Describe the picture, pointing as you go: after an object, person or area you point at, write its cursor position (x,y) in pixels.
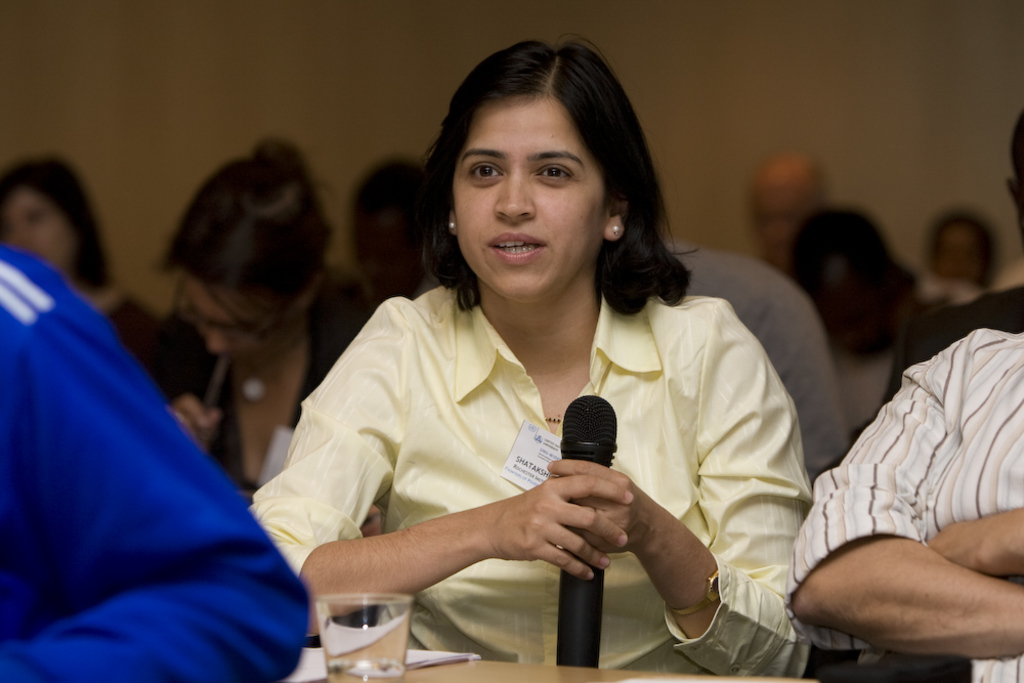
In this image women (558,558) who is wearing a yellow shirt (743,395) and holding a black mic (594,433). In front of her there is a water glass (356,642) on a table (483,676). On the right (962,485), there is a man (1004,553) who is wearing a linen shirt (964,441). On the left (84,410) there is a person (136,431) who is wearing a blue jacket (109,495). There is woman (220,273) who is holding a pen (214,381) in her hand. In the background (792,315) there are some people (805,300).
